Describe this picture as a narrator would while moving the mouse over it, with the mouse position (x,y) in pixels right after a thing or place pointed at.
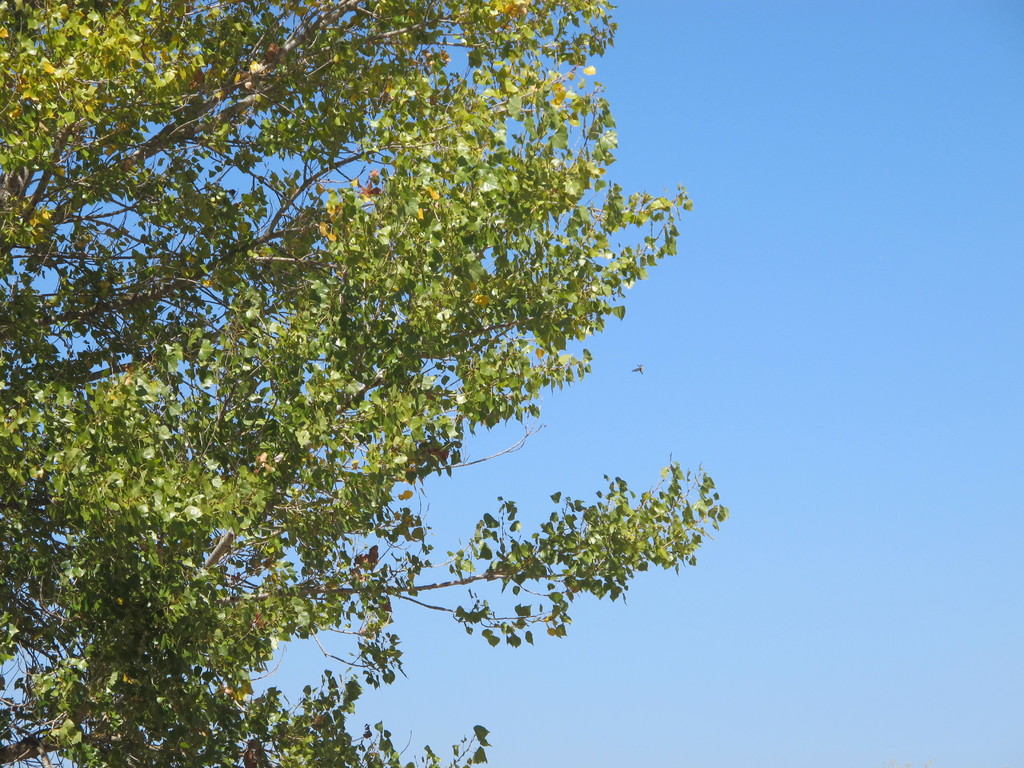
This is the picture of a tree (306,454) with green colored leaves (395,218) and in the background (966,48), we can see the sky (786,391).
